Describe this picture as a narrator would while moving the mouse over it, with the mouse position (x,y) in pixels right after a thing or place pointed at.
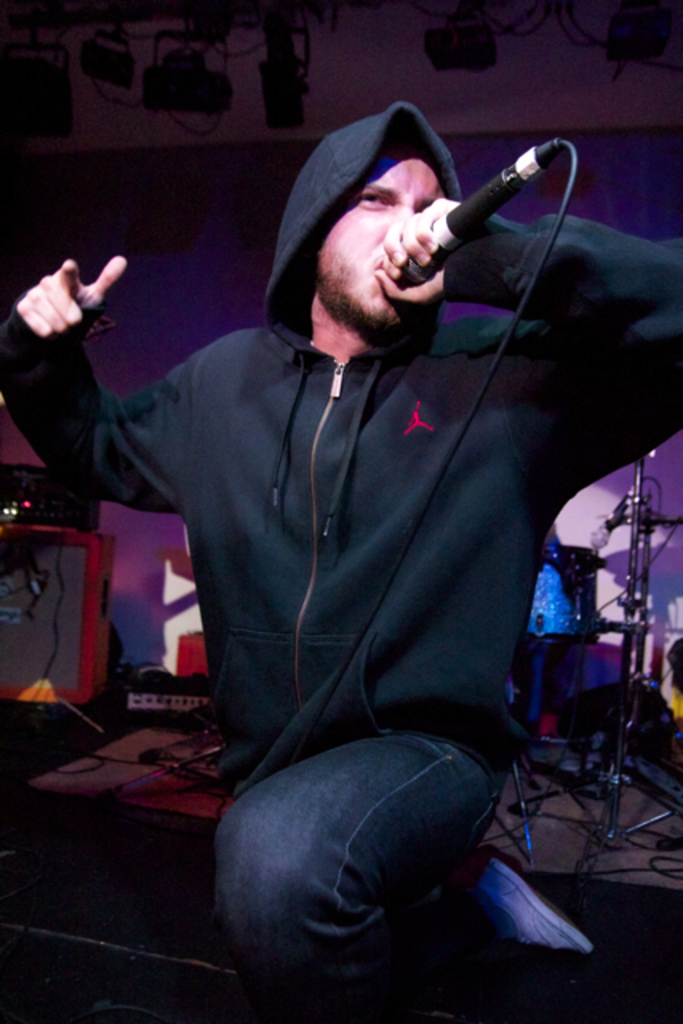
The image is inside the room (403,535). In the image there is a man (416,362) wearing a black color shirt (398,478) and holding a microphone (412,277) and opened his mouth (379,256) for singing. In background (35,500) there are some musical instruments (635,704) and speakers (55,531) with some wires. On top (73,60) there is a roof (166,45) with few lights (268,84).
